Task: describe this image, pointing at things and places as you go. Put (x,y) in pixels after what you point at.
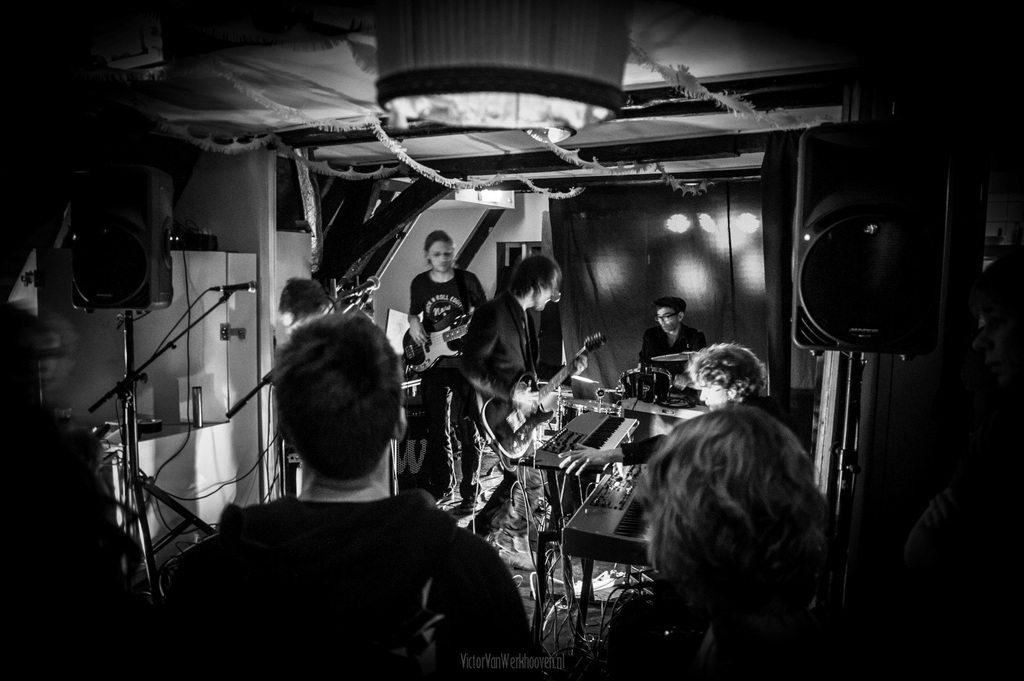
This is a black and white image and in the foreground of this image (374,353), there are persons (391,375) with musical instruments (613,518) and this room (346,552) includes speaker (113,290), mic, cup board (241,363), table (214,430), curtain (656,243), and decorative items (332,126).
